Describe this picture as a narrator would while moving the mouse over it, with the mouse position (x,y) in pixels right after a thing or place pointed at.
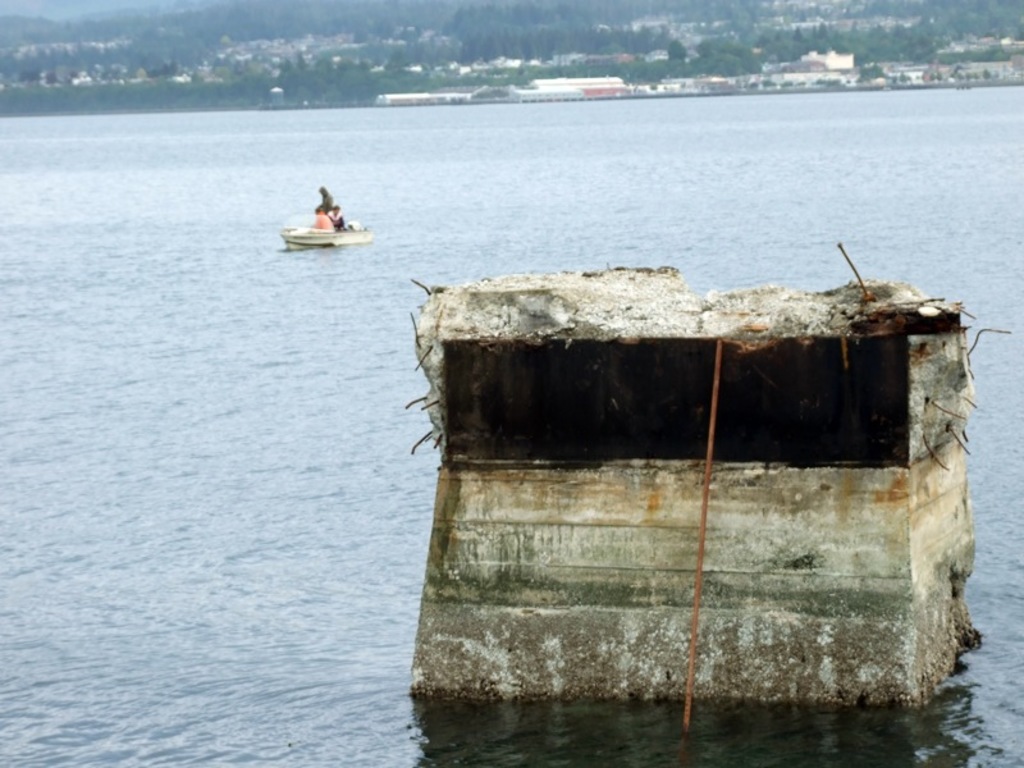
In this image there is a rock structure (694,374) and a few people (330,216) in the boat (319,233), which is on the river (291,303). In the background (293,66) there are trees (651,46) and buildings (838,57).
